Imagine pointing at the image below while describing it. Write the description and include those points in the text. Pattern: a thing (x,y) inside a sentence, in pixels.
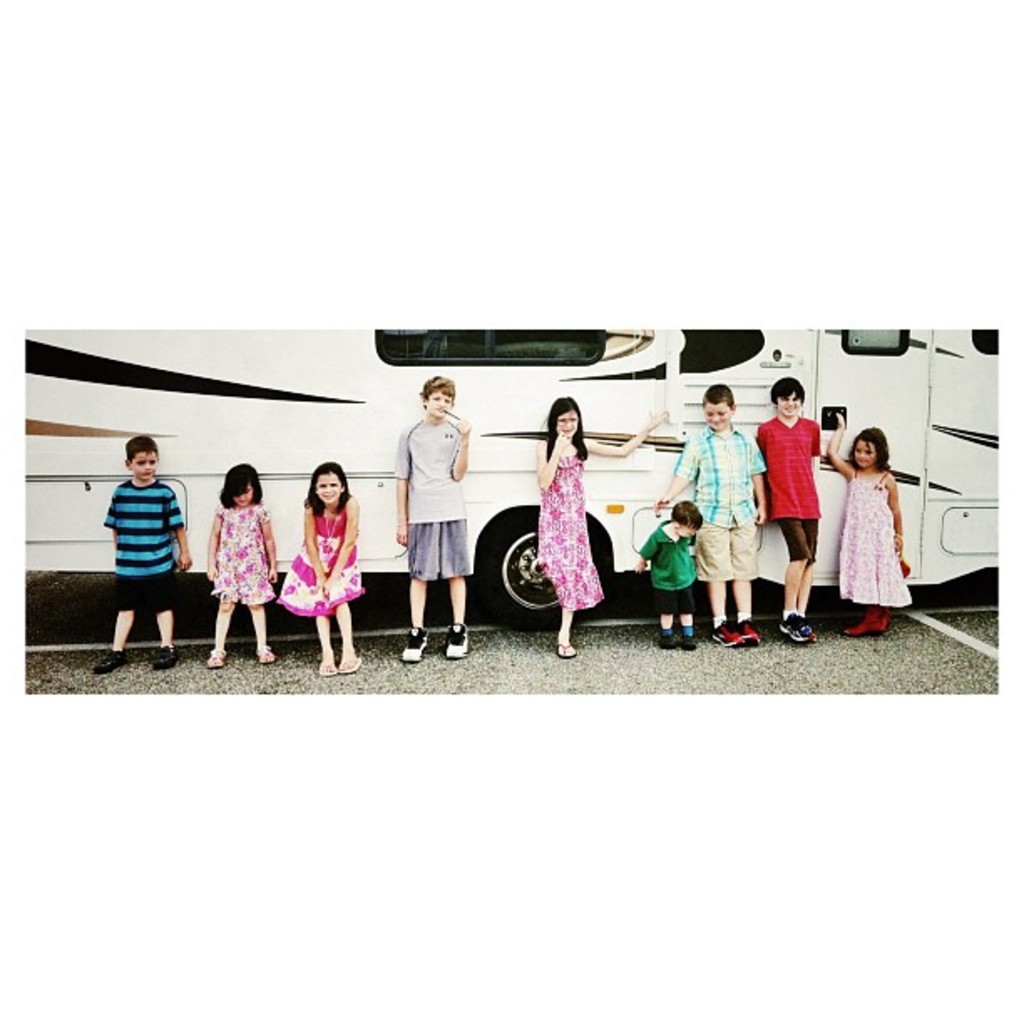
In this image we can see a group of children (589,579) standing on the road (887,652). We can also see a bus (490,603) on the road (147,630).
